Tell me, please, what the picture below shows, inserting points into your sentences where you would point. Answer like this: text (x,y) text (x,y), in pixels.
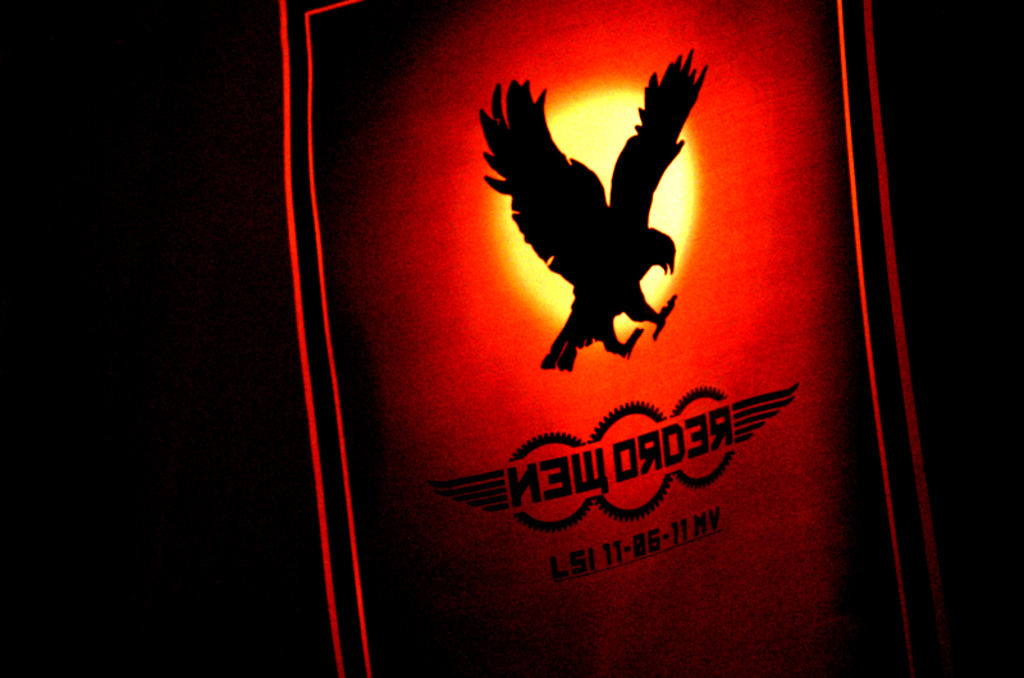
In the picture we can see a board (556,648) with light (311,170) and on the board (574,641), we can see a painting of a bird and behind it we can see the sun (650,223).
